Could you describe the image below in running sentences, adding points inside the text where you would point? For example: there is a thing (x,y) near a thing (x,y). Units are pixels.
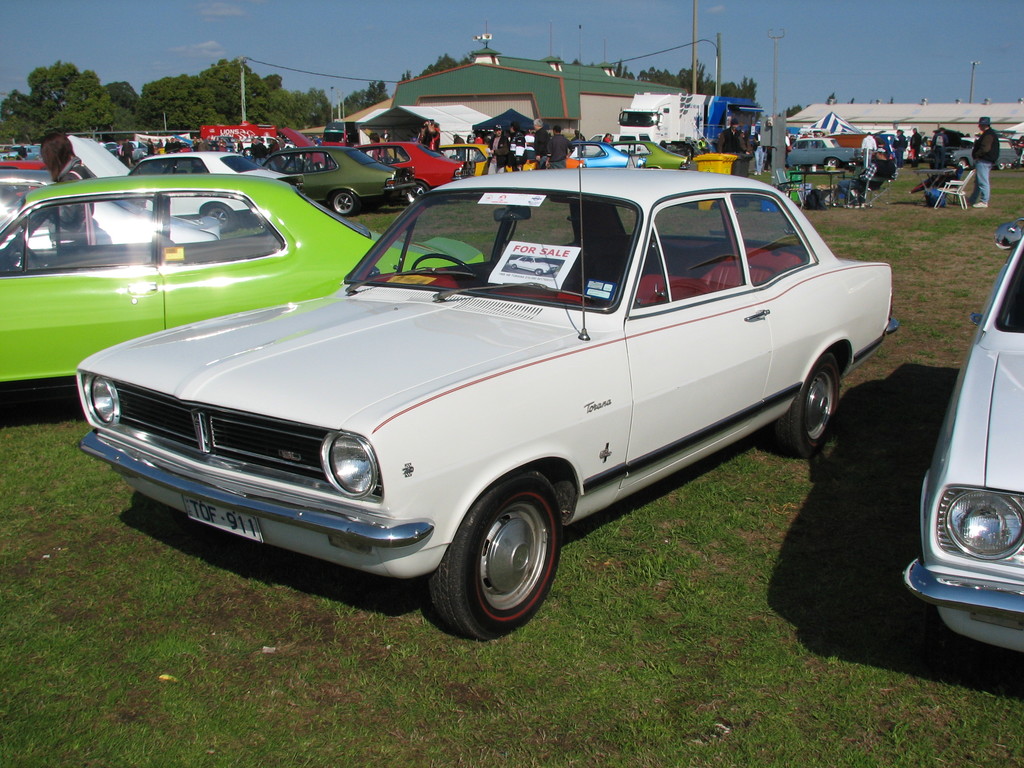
There are cars (622,366) on the grassy land (270,594). In the middle of the image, we can see trees (60,96), poles (778,68), people (500,142), white color truck (621,113) and buildings (468,98). At the top of the image (929,30), we can see the blue color sky (159,24).
